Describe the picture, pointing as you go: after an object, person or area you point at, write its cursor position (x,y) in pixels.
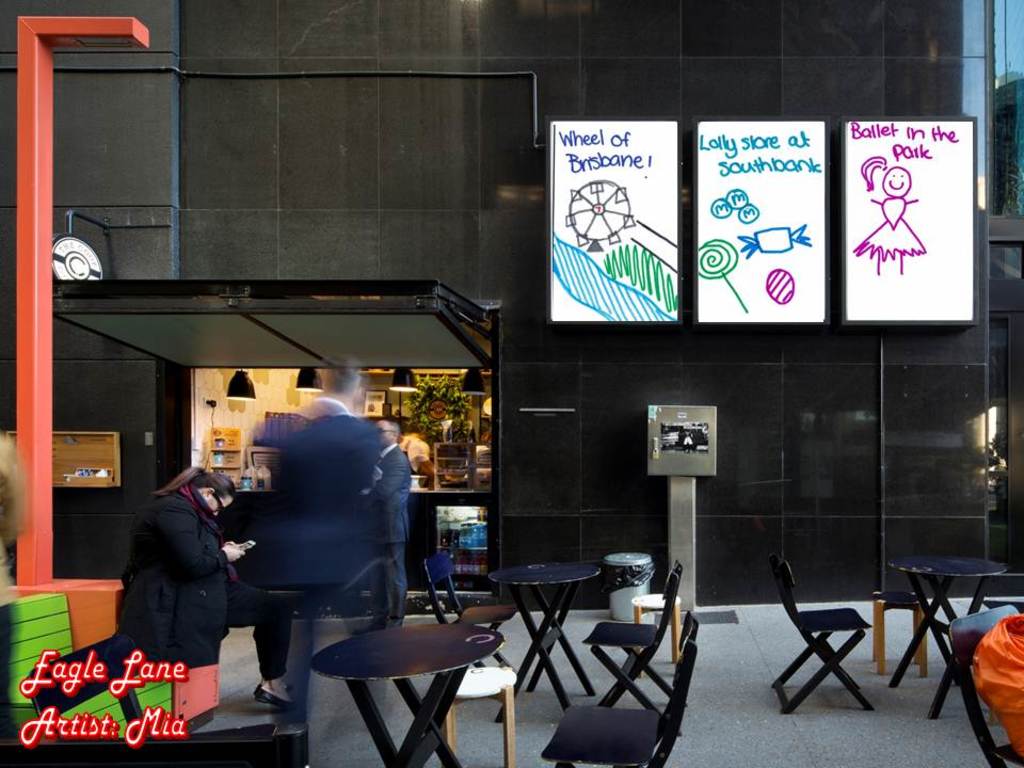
there is a restaurant (273,572) and food ordering place (450,547) behind that there is a tables (976,557) and chairs (626,644) and few people (363,524) standing.
